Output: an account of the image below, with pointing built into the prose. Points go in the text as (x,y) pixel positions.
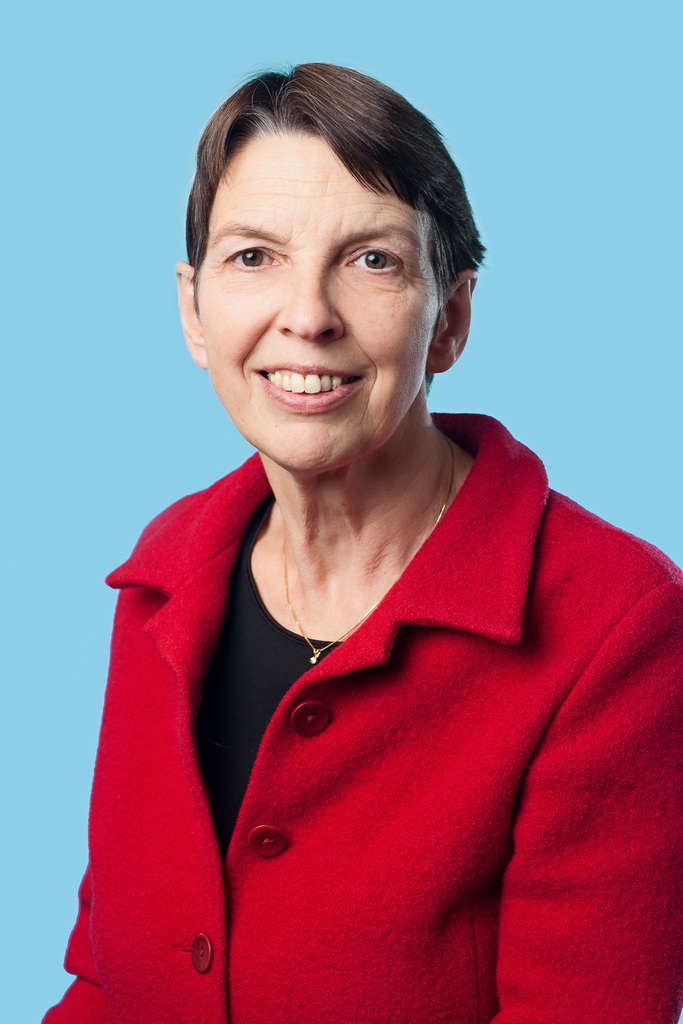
This image consists of a woman (368,871) wearing a red coat (376,893). The background (636,168) is in blue color.
